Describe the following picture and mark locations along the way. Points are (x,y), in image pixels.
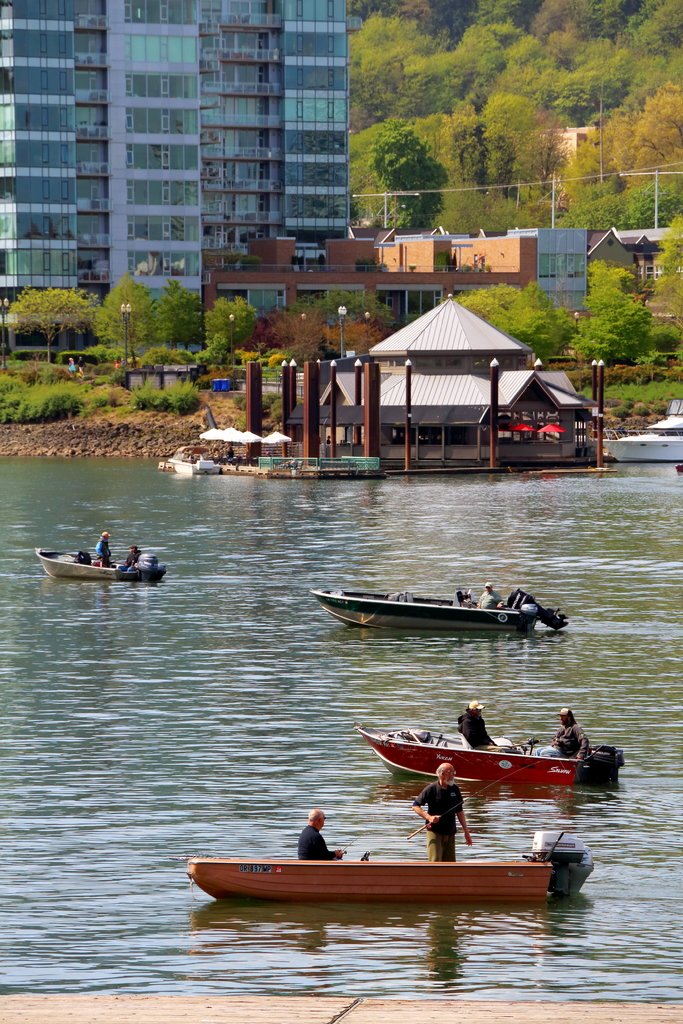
In this image we can see the buildings (318,286), trees (618,315), light poles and also the house (471,395). We can also see the plants (647,377), grass (633,395) and we can see the people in the boats (531,756) and the boats (272,877) are present on the surface of the water (87,893).
